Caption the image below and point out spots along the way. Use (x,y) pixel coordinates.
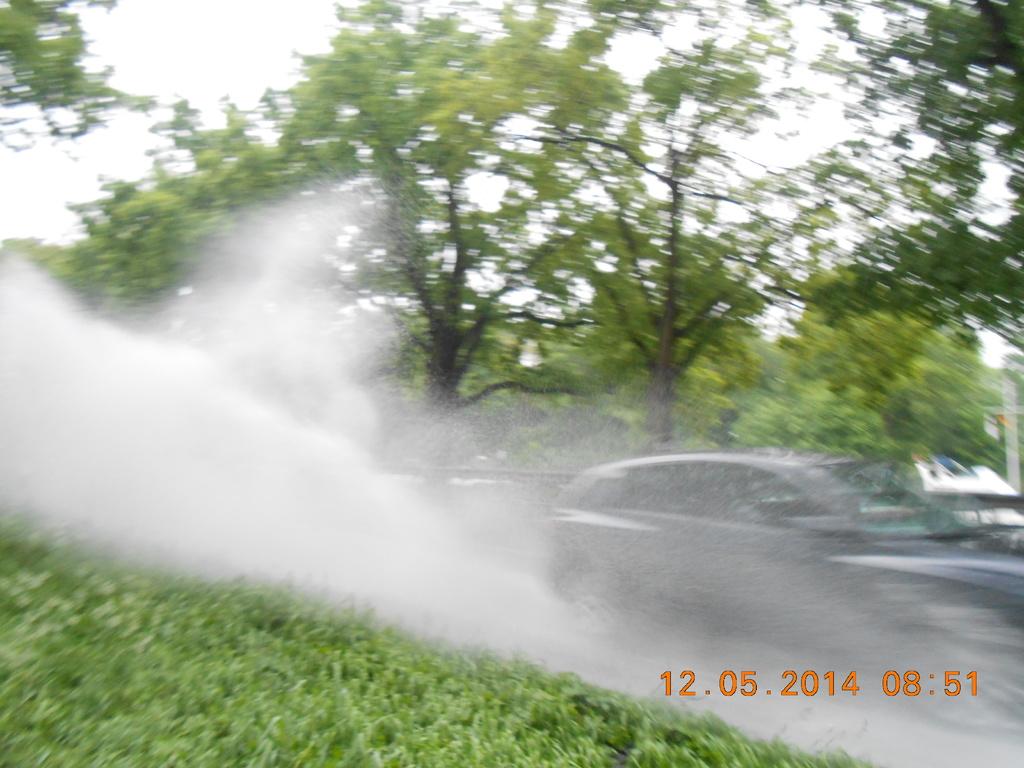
In this picture we can see grass (270,600), water (255,575) and a car (628,502), in the background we can see few trees (645,343), in the bottom right hand corner (750,685) we can see timestamp (786,694).
